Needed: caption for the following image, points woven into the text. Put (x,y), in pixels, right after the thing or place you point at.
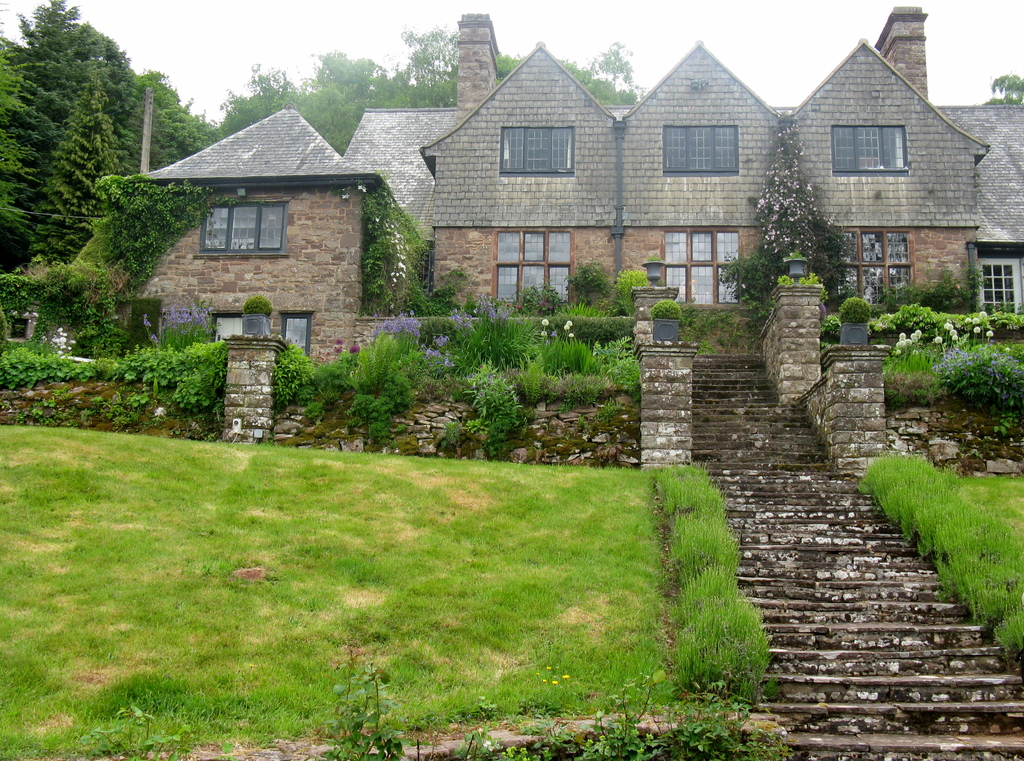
In this image we can see some plants (514,424), grass (380,465), stairs (790,482) and in the background of the image (1011,284) there are some houses (1022,270) and cloudy sky (388,29).
